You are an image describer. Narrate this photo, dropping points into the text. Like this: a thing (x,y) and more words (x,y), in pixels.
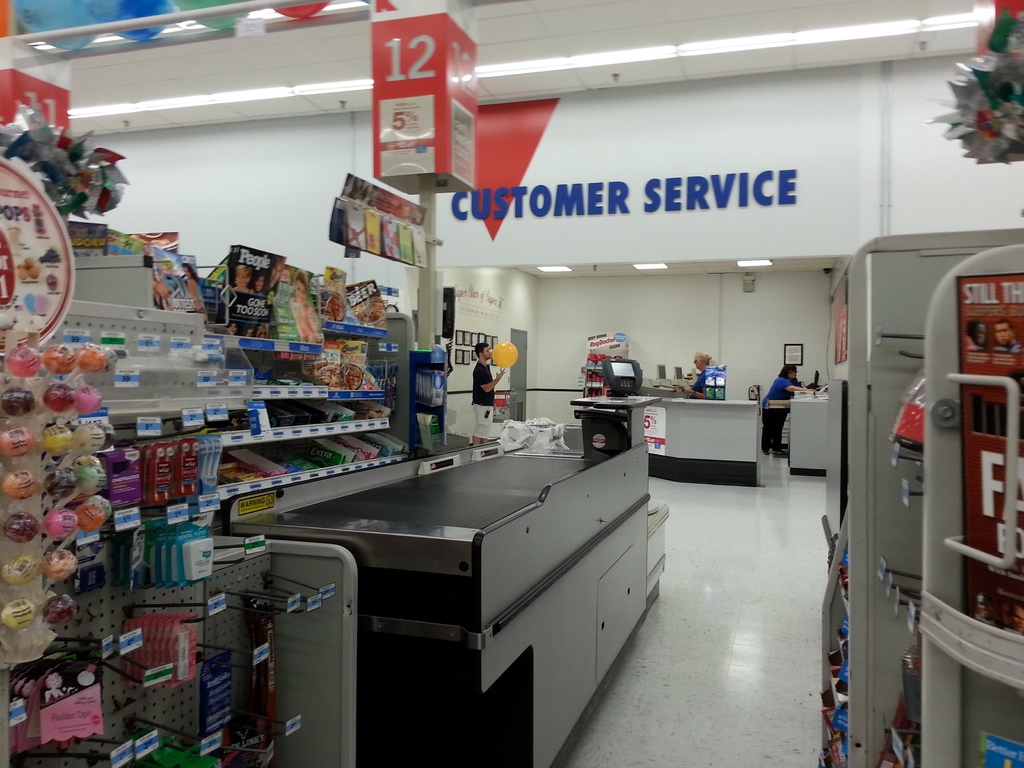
In this image we can see a store (457,403). In the store (319,196) there are objects (94,395) hanged to the hooks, carton (341,453) placed in the rows (315,399), name board (473,192), computers (618,391), photo frames (456,348) attached to the wall (659,363), electric lights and price tags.
